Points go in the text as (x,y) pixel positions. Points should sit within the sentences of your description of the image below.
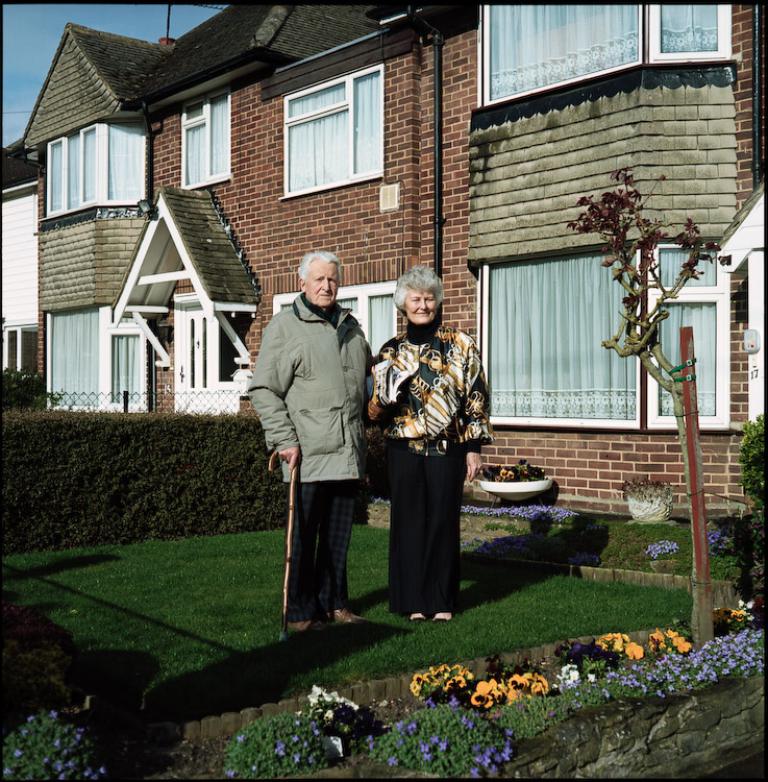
In this image in the center (345,503) there is one man (326,302) and one woman (426,322) who are standing, at the bottom (252,702) there is some grass (550,623) and some plants (477,679) and flowers (645,687). In the background (203,210) there is a house (550,24) and one pole (440,218), and on the right side (687,411) there is one plant (654,326) and iron rod (703,588).
